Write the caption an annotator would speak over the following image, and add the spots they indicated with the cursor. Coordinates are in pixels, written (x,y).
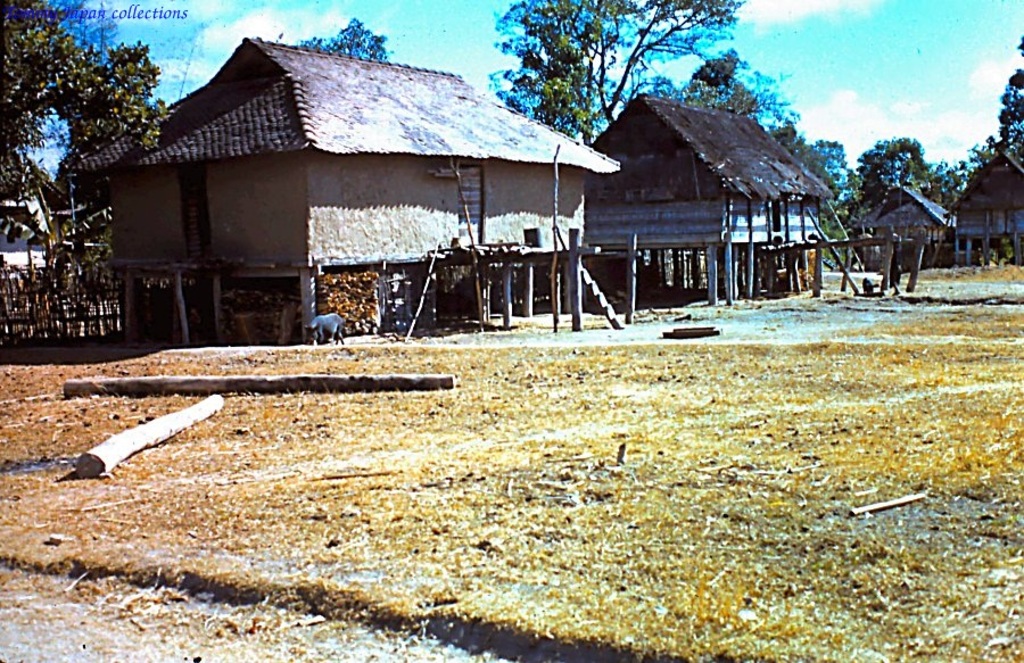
In the image there is a land (379,450) in the foreground (379,450) and behind the land (382,468) there are houses (412,118) and in the background (16,102) there are trees (31,135).
